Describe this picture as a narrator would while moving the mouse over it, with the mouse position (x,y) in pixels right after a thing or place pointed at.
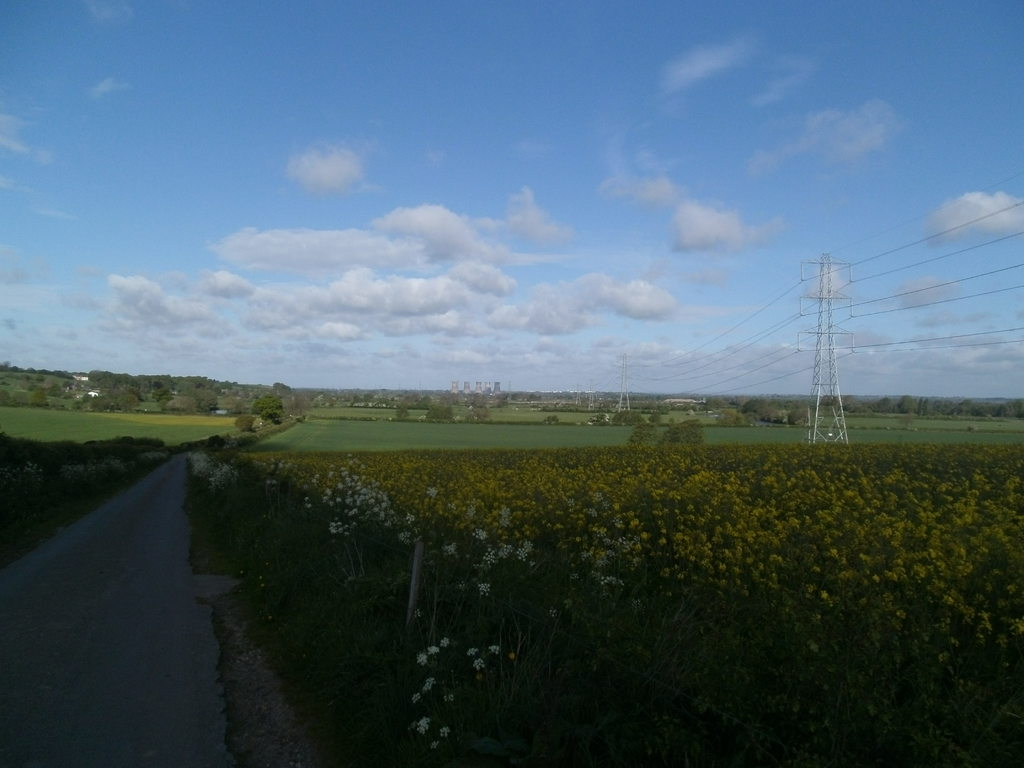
This image is taken outdoors. At the top of the image (381,233) there is a sky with clouds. At the bottom of the image (98,650) there is a road (135,656) and a ground (246,641) with grass (511,661) and plants (460,527) with flowers (588,527) on it. The flowers (675,489) are yellow in color. In the background (44,377) there are many trees (113,397) and plants (727,413). On the right side of the image (836,412) there are a few towers (813,294) with wires (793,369).
